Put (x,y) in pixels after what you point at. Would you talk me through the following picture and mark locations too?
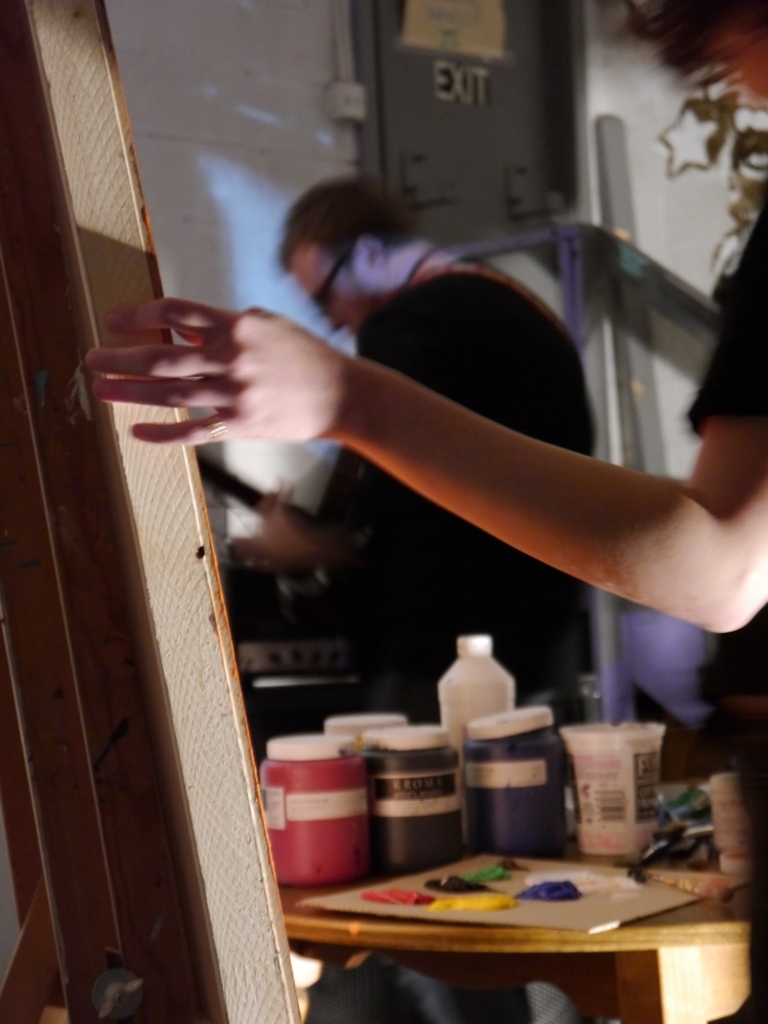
As we can see in the image there is a white color wall (214,211), two people (751,333) over here and a table (561,962). On table (558,953) there is a board (562,923), color (468,898), glass (618,815), bottle (480,697) and boxes (388,772).
